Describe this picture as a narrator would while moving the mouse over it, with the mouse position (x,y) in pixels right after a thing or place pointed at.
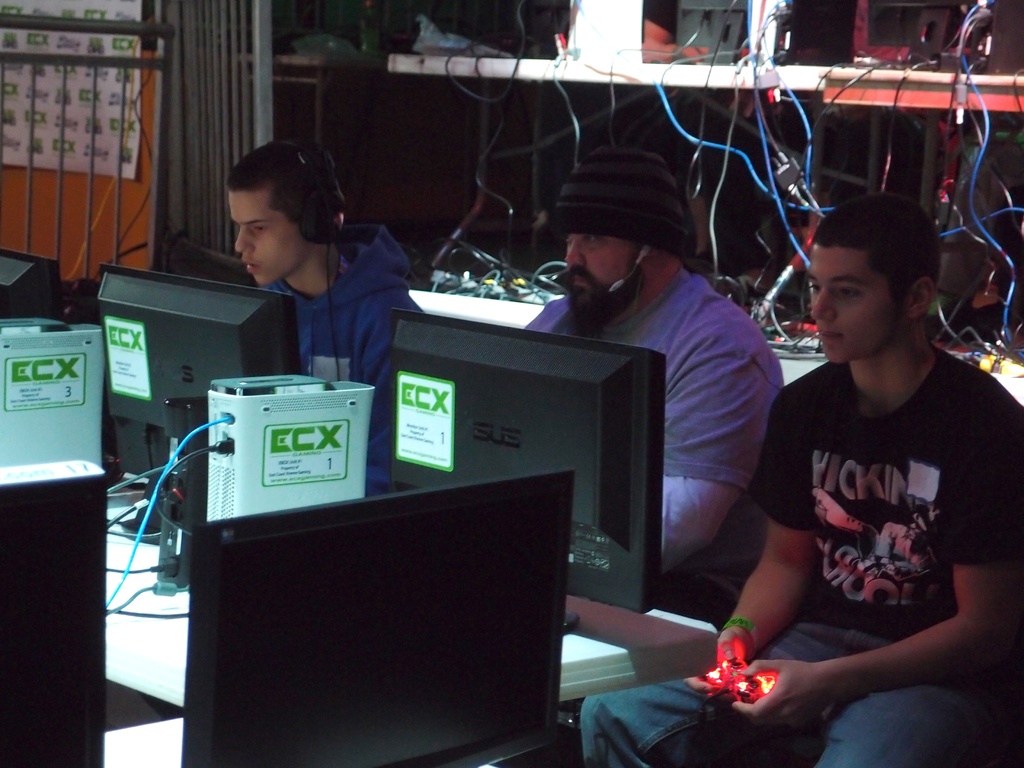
In this image there are three people (572,320) sitting on their chairs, in front of them there are monitors (110,408) and other objects (275,499) on the table (564,682) and two are wearing the headset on their head (598,312) and one is holding an object (703,684), behind them there are few objects (703,30) connected with cables (973,216) are placed on the shelves (827,78). On the left side of the image (4,52) there is a railing (28,248).
